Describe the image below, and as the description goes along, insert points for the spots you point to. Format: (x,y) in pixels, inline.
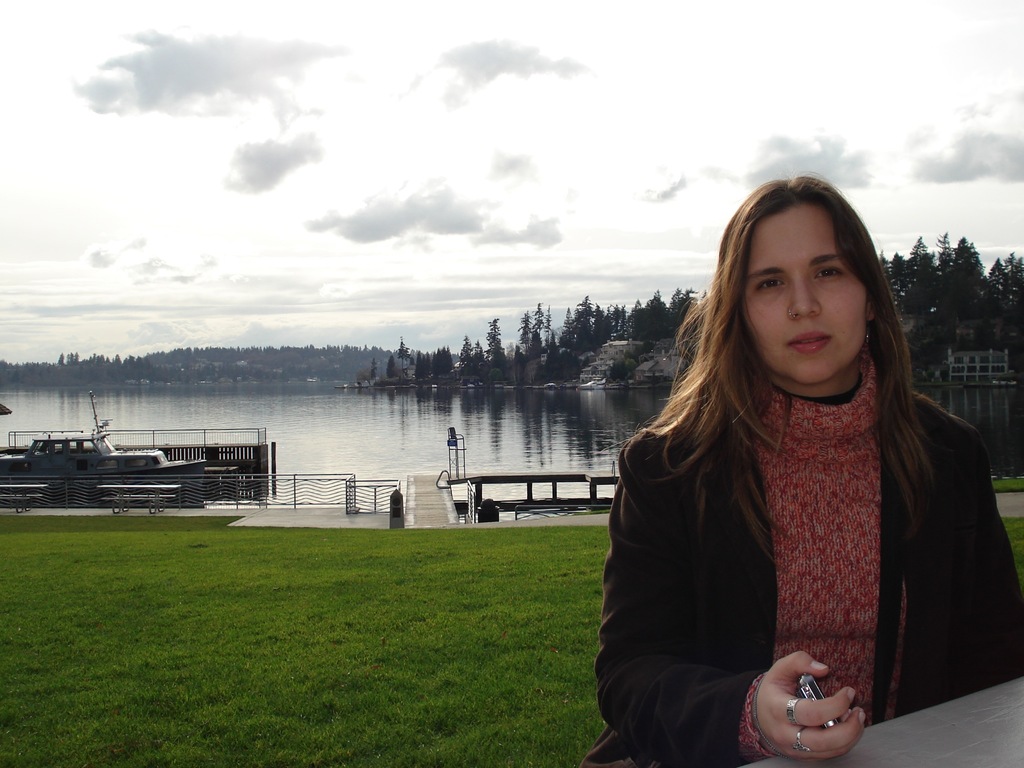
In this image there is a woman (789,605). She is holding an object (810,683). There is grass (216,601) on the ground (231,707). There is a dock (434,501). There are benches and a railing (295,480). There is a vehicle (120,456) parked at the railing (239,430). Behind the railing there is water (423,406). In the background (216,358) there are mountains (297,357) and trees (583,325). At the top (319,135) there is the sky (285,107).
